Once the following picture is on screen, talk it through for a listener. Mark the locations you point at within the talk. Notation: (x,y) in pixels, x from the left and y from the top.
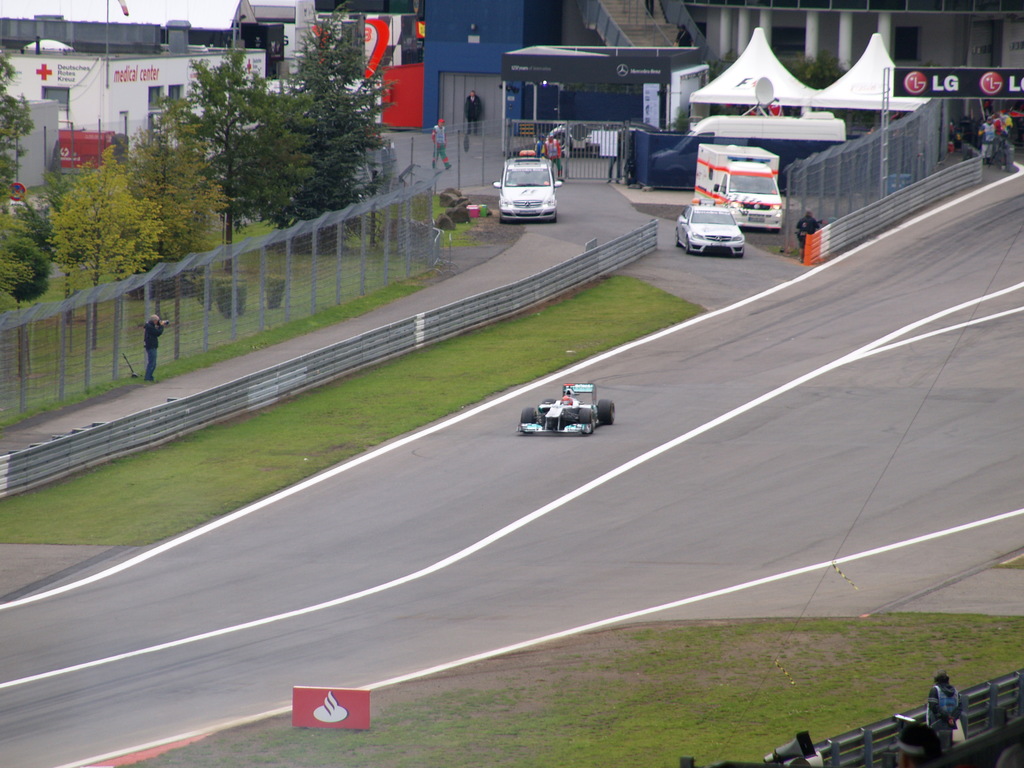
This picture is clicked outside on the road (766,592). In the foreground (881,687) we can see the person (958,703) standing on the ground (513,686) and we can see a fence (892,745), green grass (720,649) and in the center (563,423) we can see a race car (578,389) running on the road (328,557) and there are some vehicles (713,211) seems to be parked on the road (755,253). In the background (60,332) we can see the metal rods (386,253), net (408,239), group of persons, tents (873,104), trees (379,133) and buildings (1002,19) and the sky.
